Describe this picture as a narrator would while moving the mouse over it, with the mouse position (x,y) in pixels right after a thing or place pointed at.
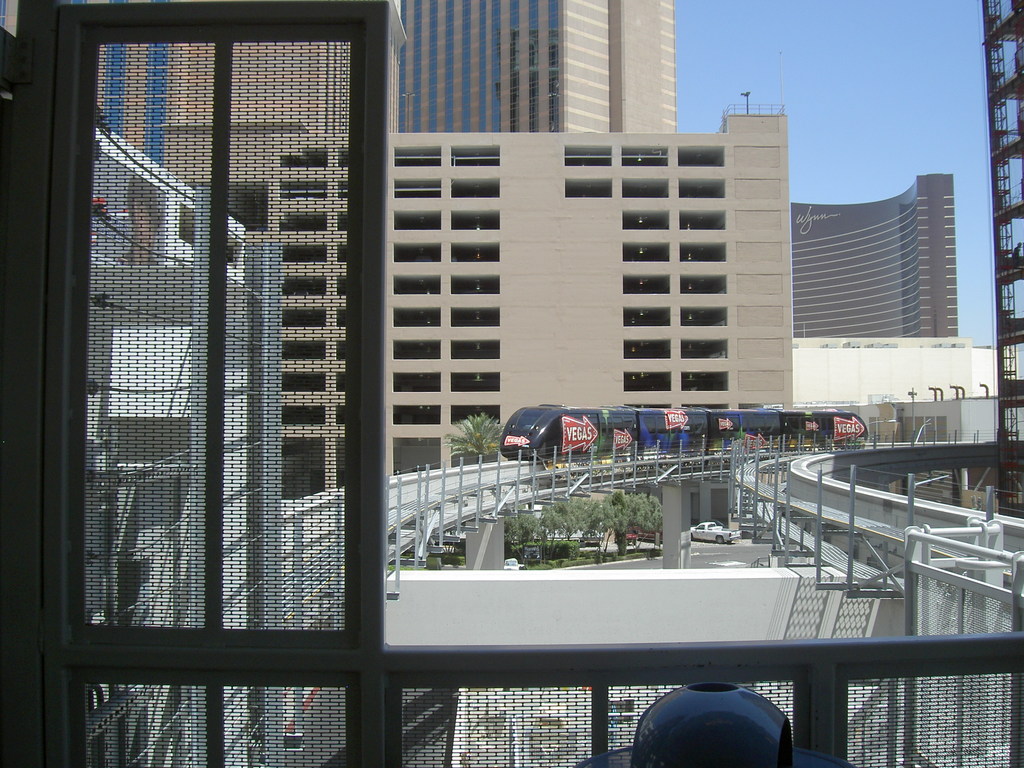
In this picture we can observe a train (516,435) on the railway track (622,468). There are some trees (561,520) and buildings (549,269). We can observe some vehicles (721,536) on the road (757,551). In the background (867,84) there is a sky (767,82).
